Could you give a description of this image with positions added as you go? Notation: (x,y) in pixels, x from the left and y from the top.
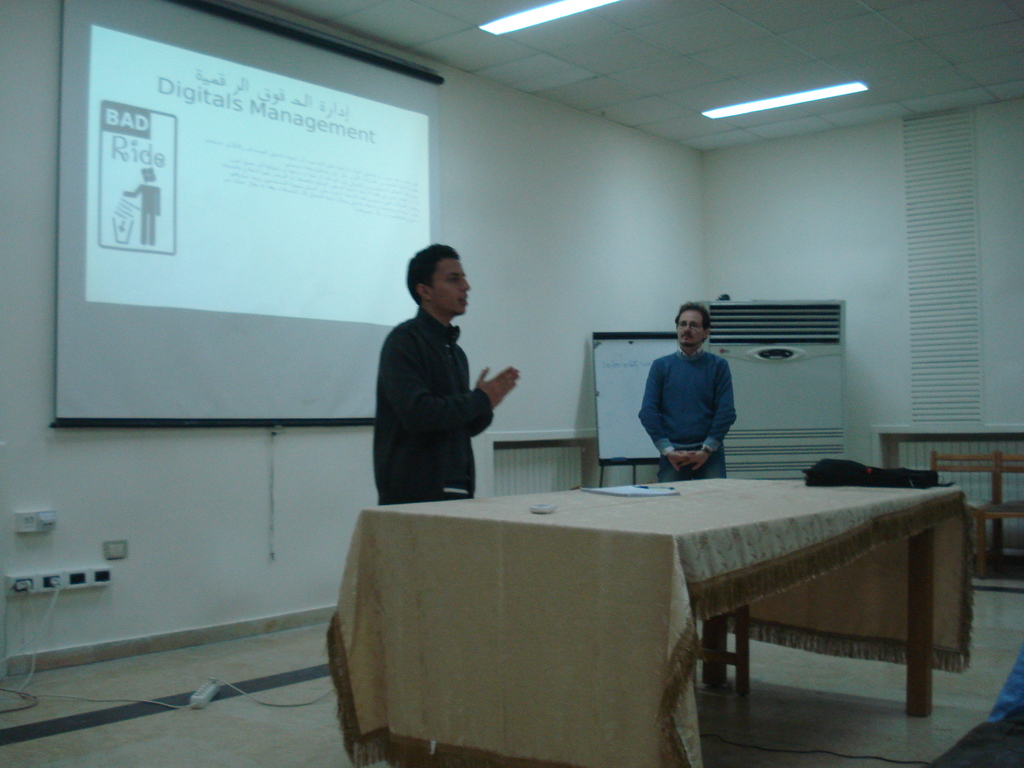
In this image there is a person (420,411) with black jacket (421,389) standing and talking and there is other person (701,404) with blue jacket (716,406) standing and listening. At the middle (593,512) there is a table (593,553) covered with cloth (717,499), there is a bag (875,480), paper (633,492), pen (651,487) on the table (563,512). At the top (714,119) there are lights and at the back (297,156) there is a screen (230,274) on the wall (546,276). There is a board (608,341) and a cooler (782,369) at the back (781,383) and at the bottom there is a wire (281,704).
